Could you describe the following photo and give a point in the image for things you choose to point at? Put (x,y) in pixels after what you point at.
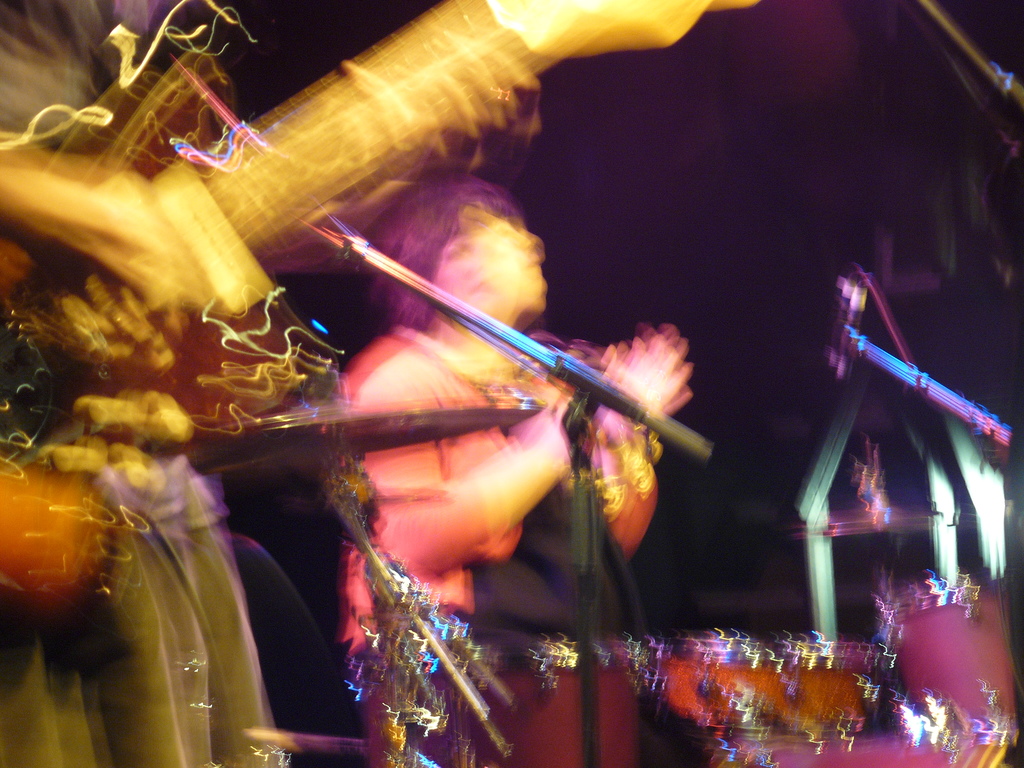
This is a blur image. Here I can see two persons (69,77). One person (86,208) is playing the guitar (265,302). In the middle of the image (429,302) there is a mike stand (447,297). The background (742,242) is in black color.
